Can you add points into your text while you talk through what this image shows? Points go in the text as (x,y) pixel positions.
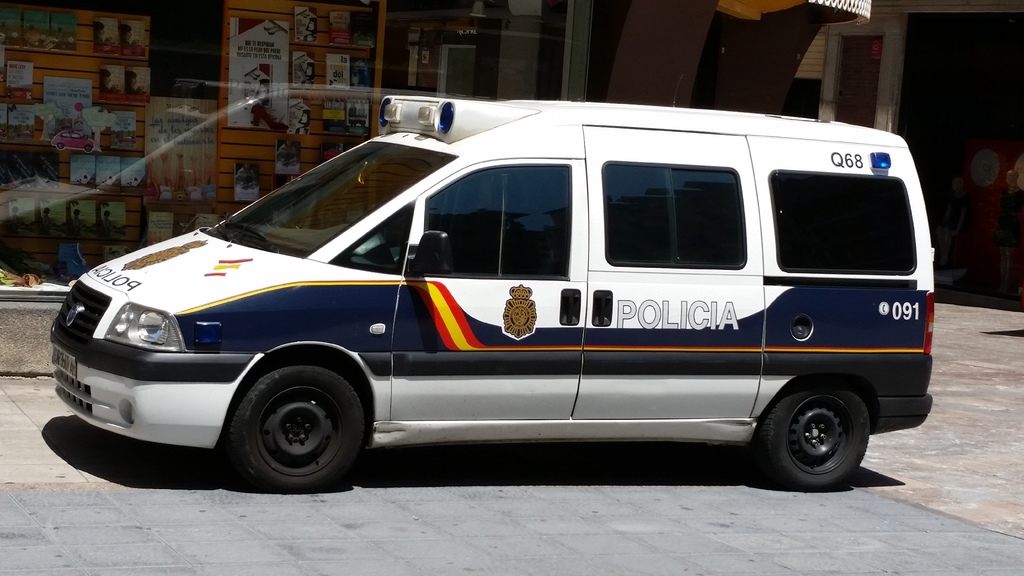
In this image I can see a vehicle (518,162) in white and blue color, background (94,151) I can see few stores (92,169) and the building (826,59) is in cream color.
